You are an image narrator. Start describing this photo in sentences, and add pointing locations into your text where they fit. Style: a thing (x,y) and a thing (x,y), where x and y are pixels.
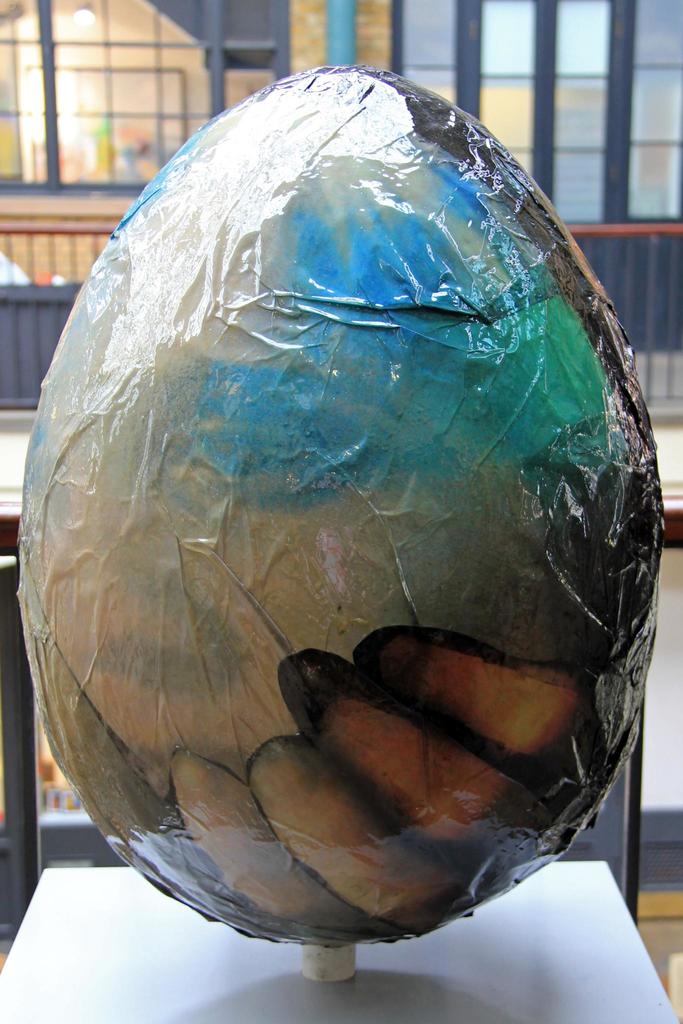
In the foreground (424,374), I can see an object (292,629) on a stand (49,896). In the background (658,709), I can see a fence (8,359) and buildings (146,53). This picture might be taken in a day.
